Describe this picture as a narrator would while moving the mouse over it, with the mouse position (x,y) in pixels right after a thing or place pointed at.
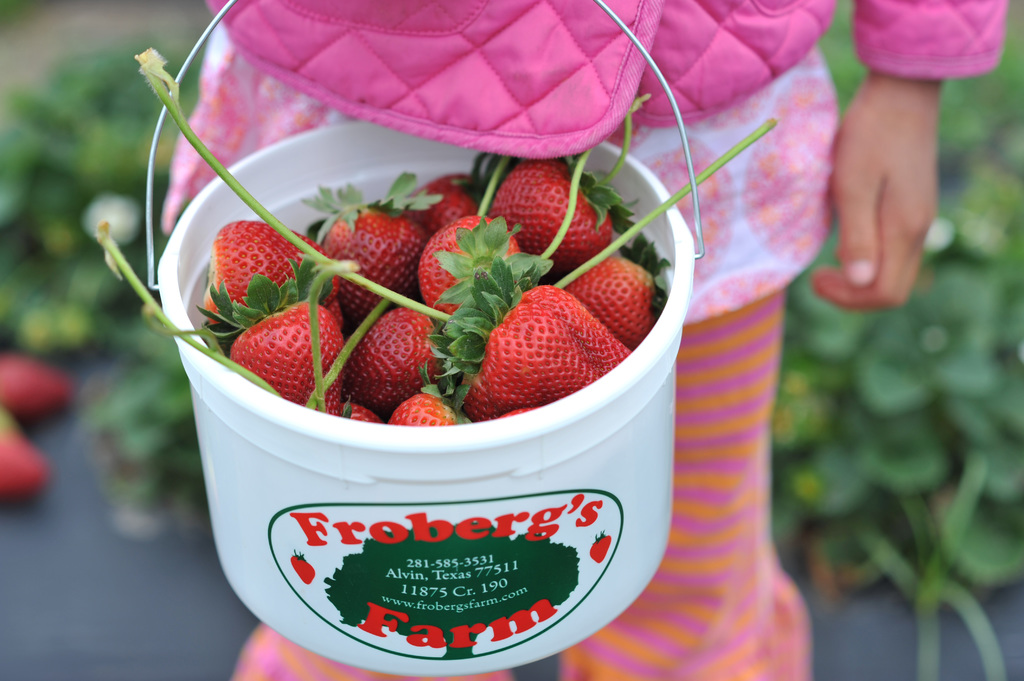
This image is taken outdoors. In this image the background (140,548) is a little blurred. There are a few plants (153,453) with flowers (127,235), leaves (76,297) and strawberries (17,366). In the middle of the image (632,339) a person (548,47) is standing and holding a bucket (614,480) with a few strawberries (451,345) in it. There is a text (424,577) on the bucket (447,567).
